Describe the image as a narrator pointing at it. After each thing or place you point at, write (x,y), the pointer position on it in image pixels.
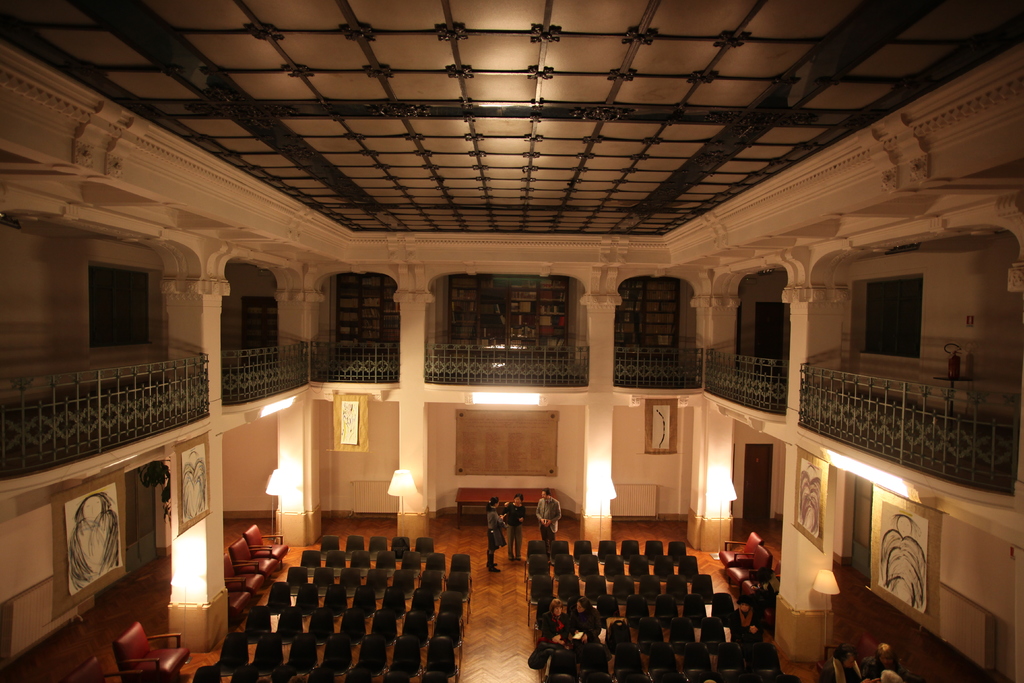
In this image I can see the interior of the building (406,323) which is cream in color. I can see the railing (730,366), the ceiling (536,140), few lights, few persons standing and few chairs (375,543) on the floor (515,680). I can see few boards (880,577) attached to the building (356,457).
